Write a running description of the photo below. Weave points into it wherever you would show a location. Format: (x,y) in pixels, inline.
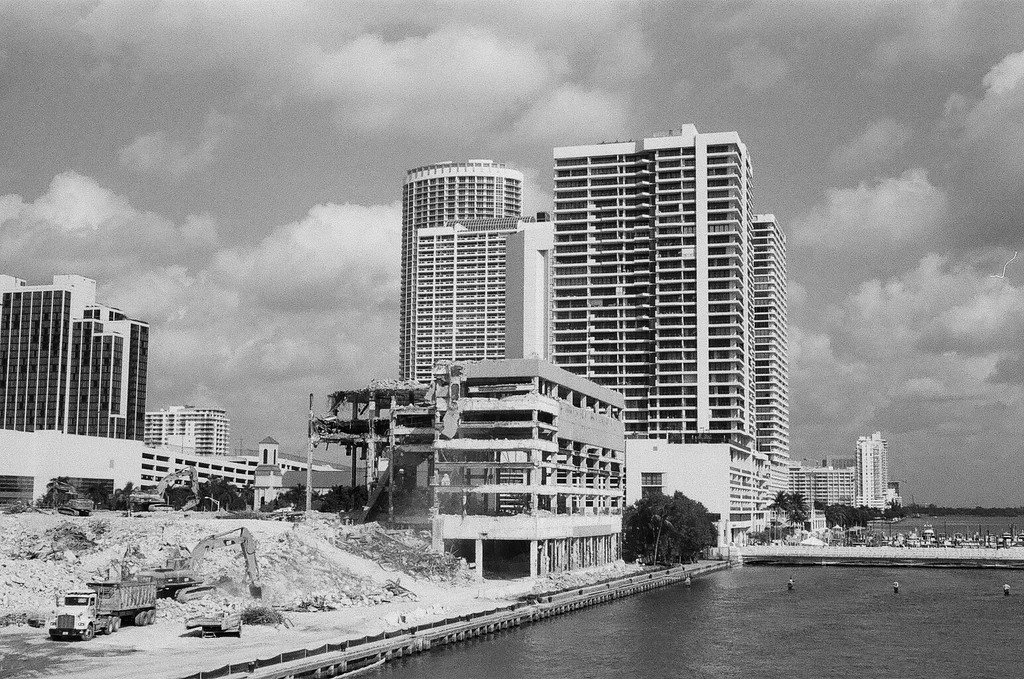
This is a black and white image. At the bottom (757,610), I can see the water (769,568). In the middle of the image (618,403) there are many buildings (639,490) and trees (626,519). On the left side (127,602) there is a truck (138,606) and a bulldozer (190,586). At the top of the image (770,113) I can see the sky (709,85) and clouds (446,76).
